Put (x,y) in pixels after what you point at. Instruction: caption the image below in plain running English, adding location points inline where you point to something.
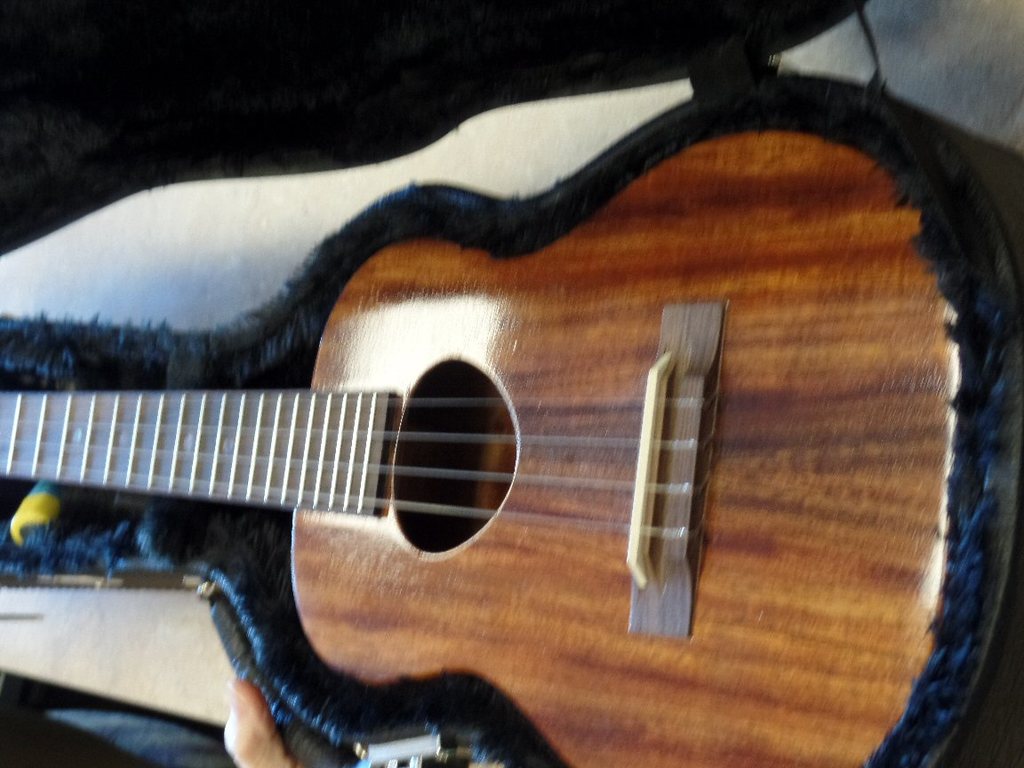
There is a ukulele (351,644) with strings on it.
